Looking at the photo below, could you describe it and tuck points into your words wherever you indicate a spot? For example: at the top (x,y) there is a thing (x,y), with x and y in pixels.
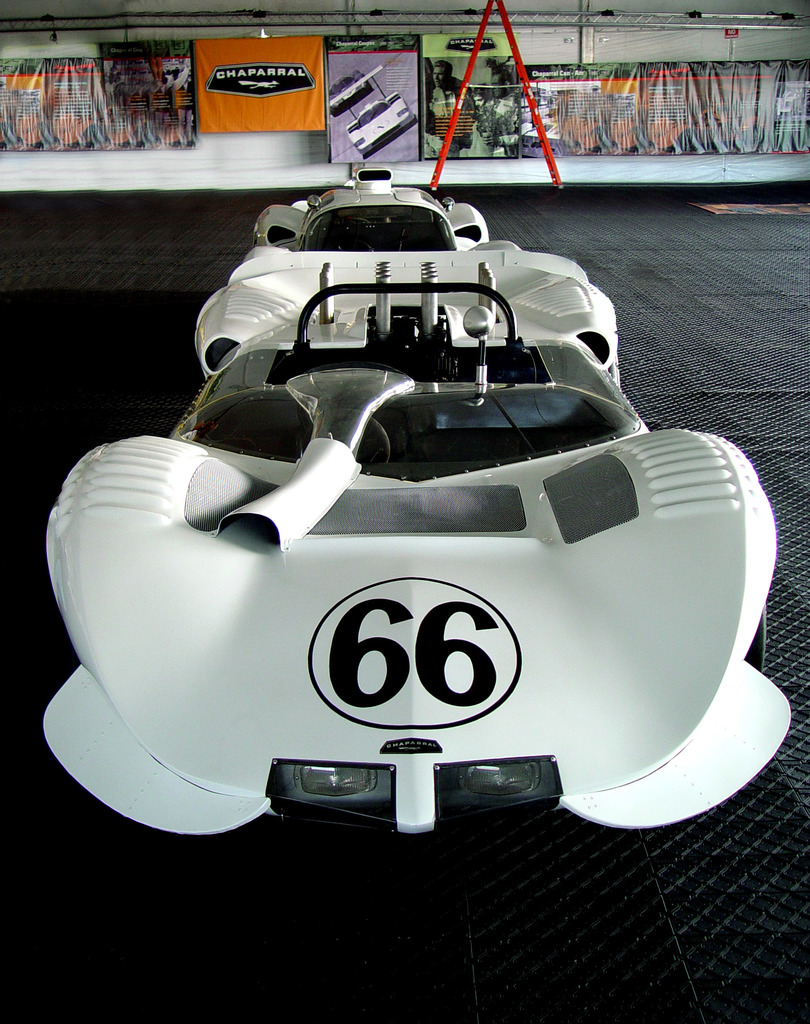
In this picture we can observe two white color vehicles (320,331) on the black color floor (440,855). In the background (691,127) we can observe some posters (290,91) and a wall (182,158) which is in white color.
